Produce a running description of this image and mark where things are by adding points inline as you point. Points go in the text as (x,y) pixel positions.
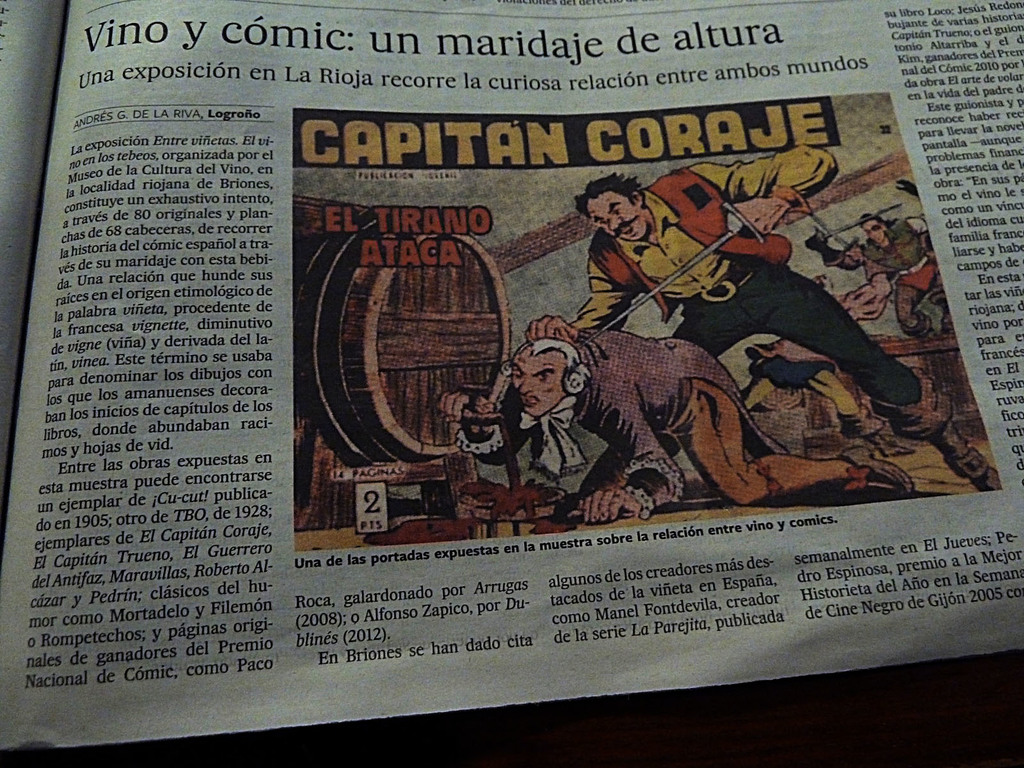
In this image, we can see a photo of the newspaper (76,19), there are a picture (750,495) and some text (258,399).
